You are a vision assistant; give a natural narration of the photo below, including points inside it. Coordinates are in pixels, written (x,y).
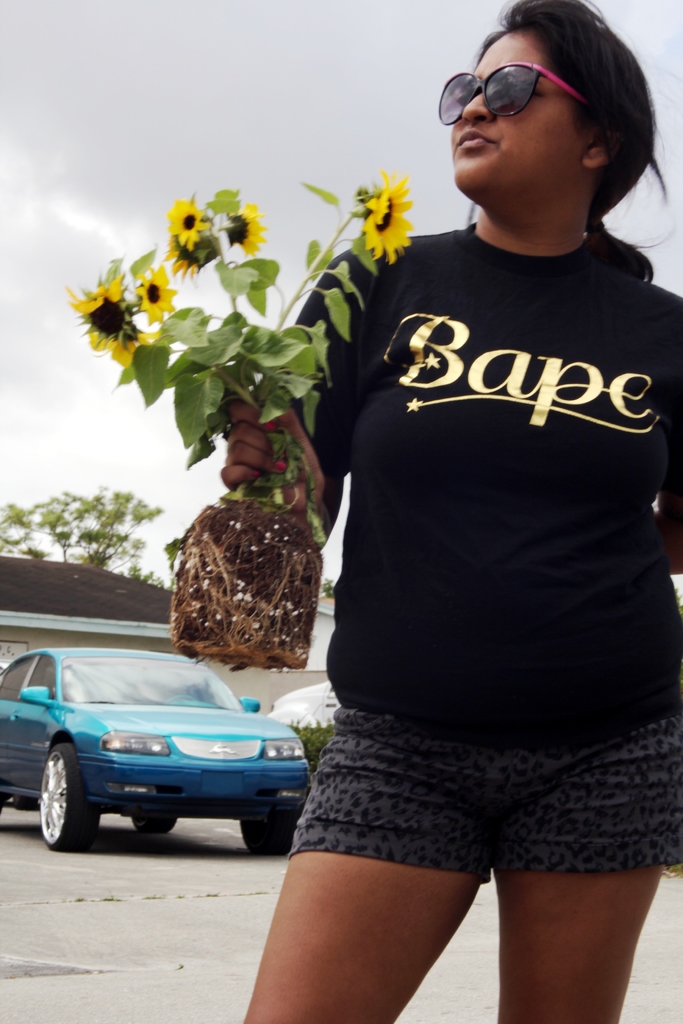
In this image there is a girl (543,563) who is holding the root ball (301,552). On the root ball (277,597) there are so many sunflowers (157,310). In the background (170,717) there are cars (227,725) in front of the house (79,595). At the top (104,77) there is sky (94,145). Behind the house (79,563) there is a tree (81,513).
